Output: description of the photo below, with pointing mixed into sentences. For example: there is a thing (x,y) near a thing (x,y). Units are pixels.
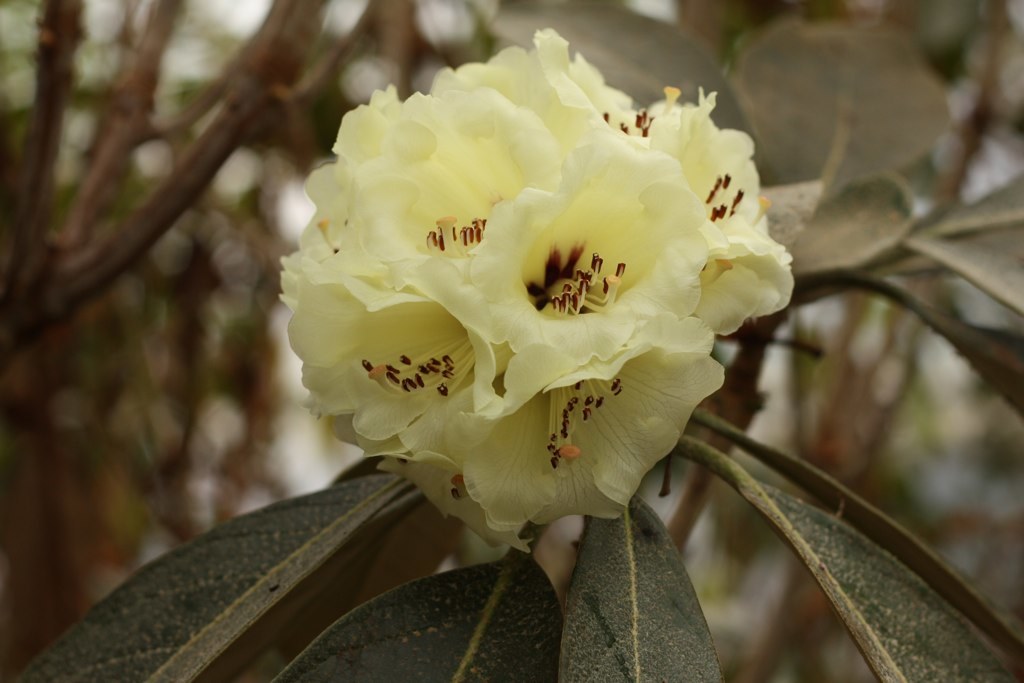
These are the flowers (509,329) in yellow color and these are the green leaves (629,597).
